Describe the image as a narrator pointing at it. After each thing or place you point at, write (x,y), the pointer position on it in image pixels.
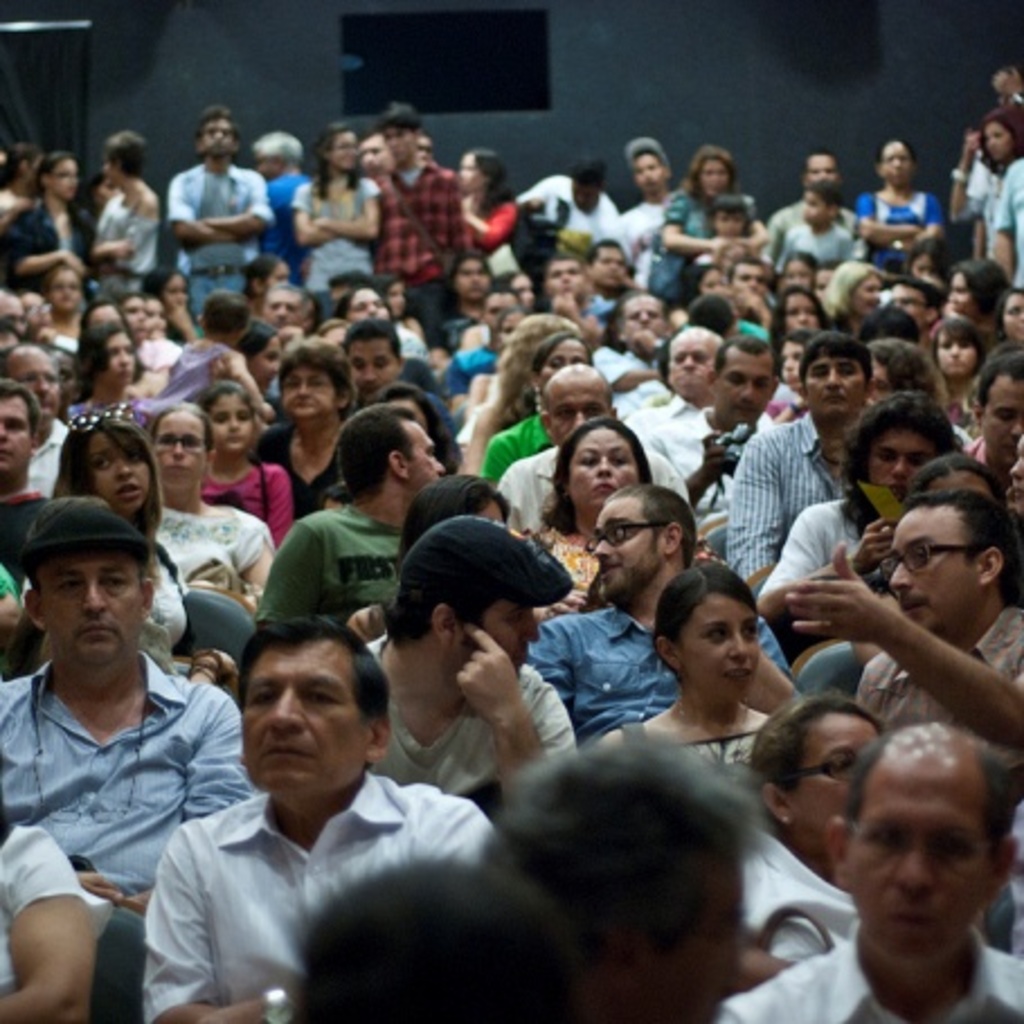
In the center of the image (535,368) there are many people (36,525) sitting on chairs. In the background of the image (884,265) there are few people (211,125) standing and there is a wall (668,41).
